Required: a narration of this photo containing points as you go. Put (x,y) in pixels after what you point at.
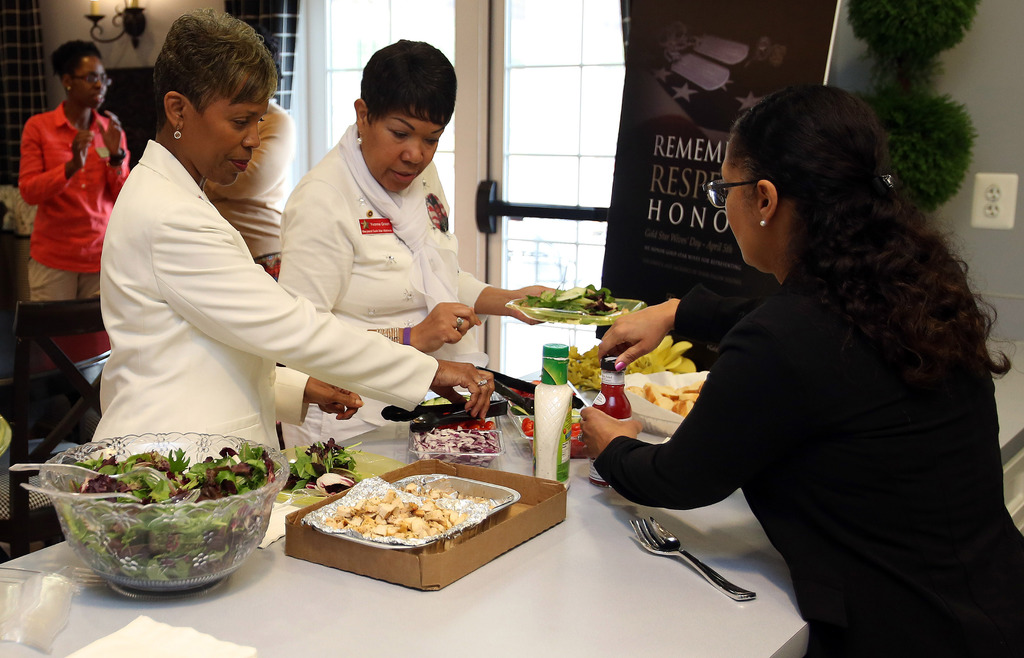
In the picture I can see a woman (844,271) on the right side (816,353) wearing a black color clothes (944,415) and looks like she is holding the sauce bottle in her hands (655,334). I can see two women (323,351) on the left side (161,217) wearing a white color suit (330,205). I can see one of them holding the plate (521,313) in her left hand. I can see a glass bowl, a fork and a sauce bottle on the table (523,471). It is looking like a hoarding board (710,79) on the top right side (737,97). I can see the glass window (522,78) at the top of the picture (493,37). I can see two persons (88,97) on the left side (95,72). There is a chair (23,345) on the floor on the left side (22,353).
